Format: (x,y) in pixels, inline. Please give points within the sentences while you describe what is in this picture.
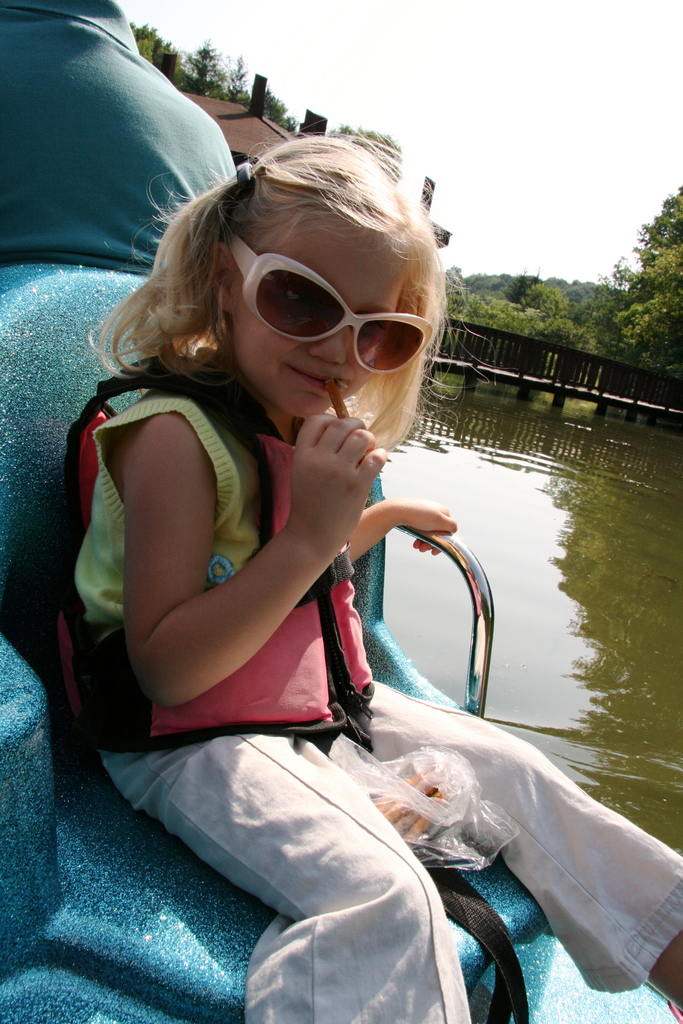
In this image I can see a girl (237,331) wearing a spectacle (418,354) sitting on chair (36,792), in front of her I can see a food packet (443,830) ,. beside her I can see a bridge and the lake (556,432), trees (618,336) and at the top (533,27) I can see the sky (558,44).
